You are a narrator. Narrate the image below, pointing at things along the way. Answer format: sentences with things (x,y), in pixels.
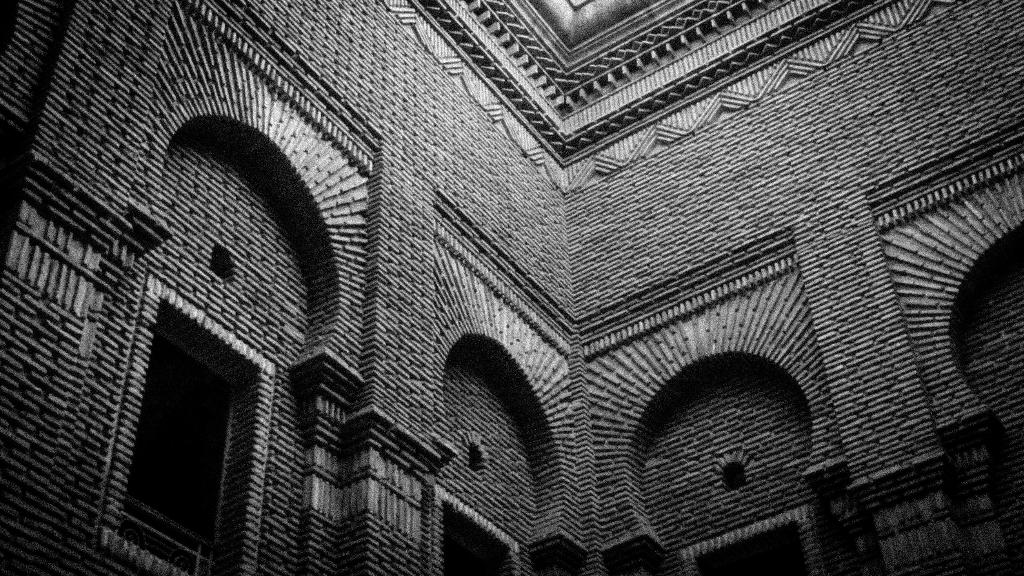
This is a black and white image. In this image we can see an inner view of a building (137,350) with some windows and a roof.
